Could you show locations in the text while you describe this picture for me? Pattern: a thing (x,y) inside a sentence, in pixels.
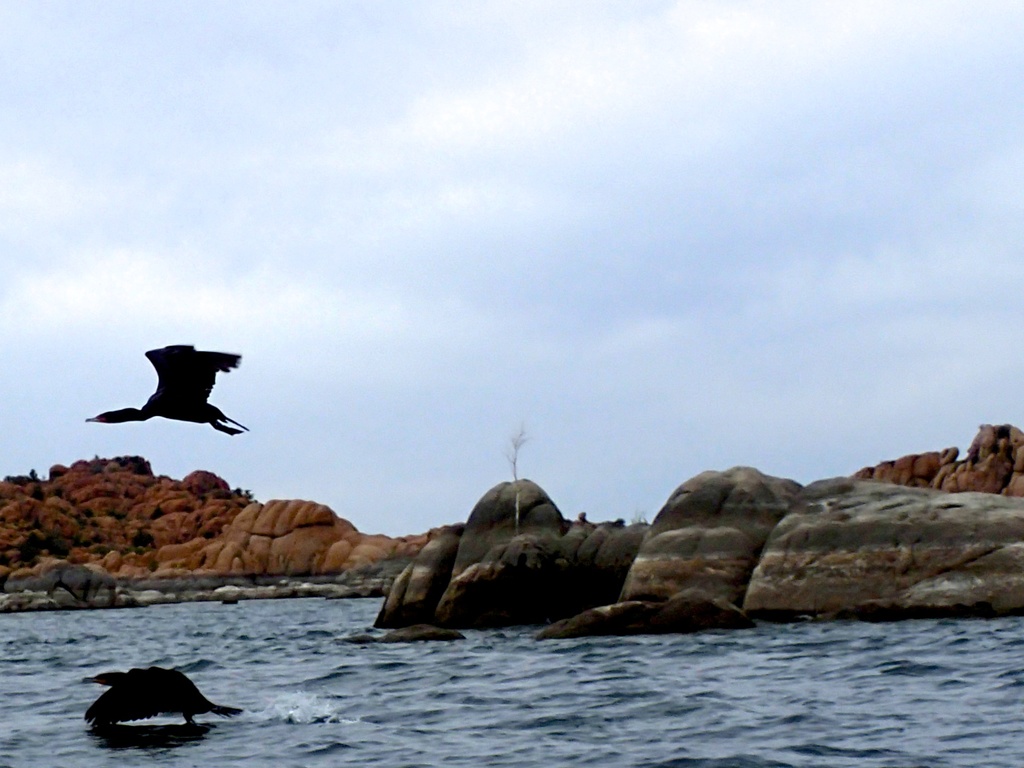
In this image we can see two birds (153,680), one bird (215,410) is flying and other one is in the water (147,722), there are some mountains (800,508) and in the background (498,170) we can see the sky (498,170) with clouds (431,177).
